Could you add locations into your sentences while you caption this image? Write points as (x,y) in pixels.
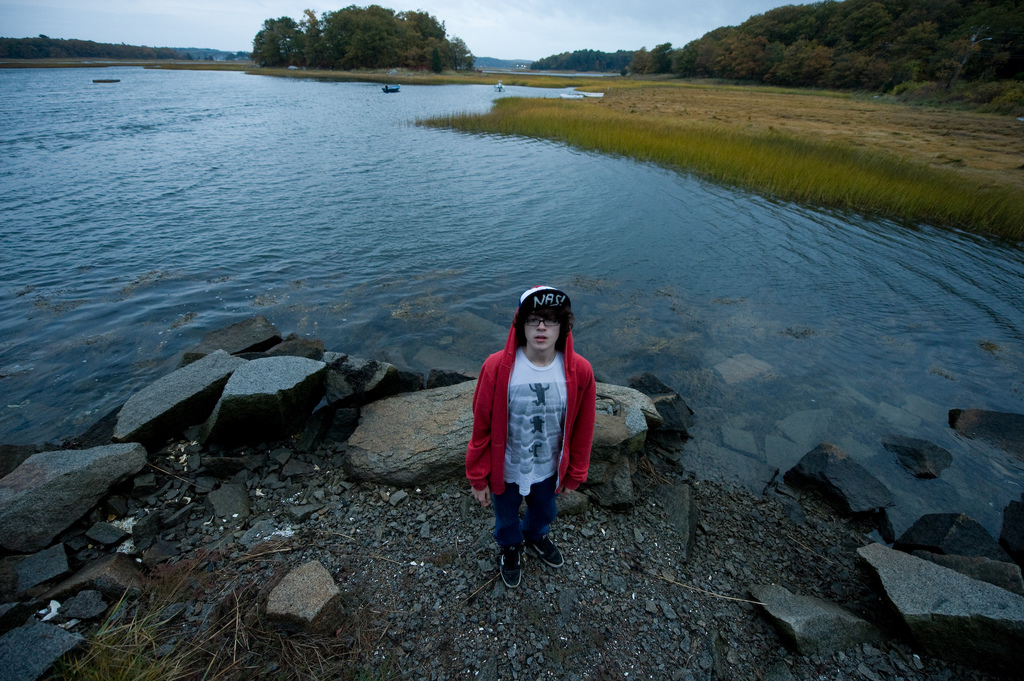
In this image I can see a person (543,387) wearing red color jacket (498,432). Back I can see few stones (288,462), water (389,281), grass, trees (877,60) and mountains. The sky (490,18) is in blue and white color.
